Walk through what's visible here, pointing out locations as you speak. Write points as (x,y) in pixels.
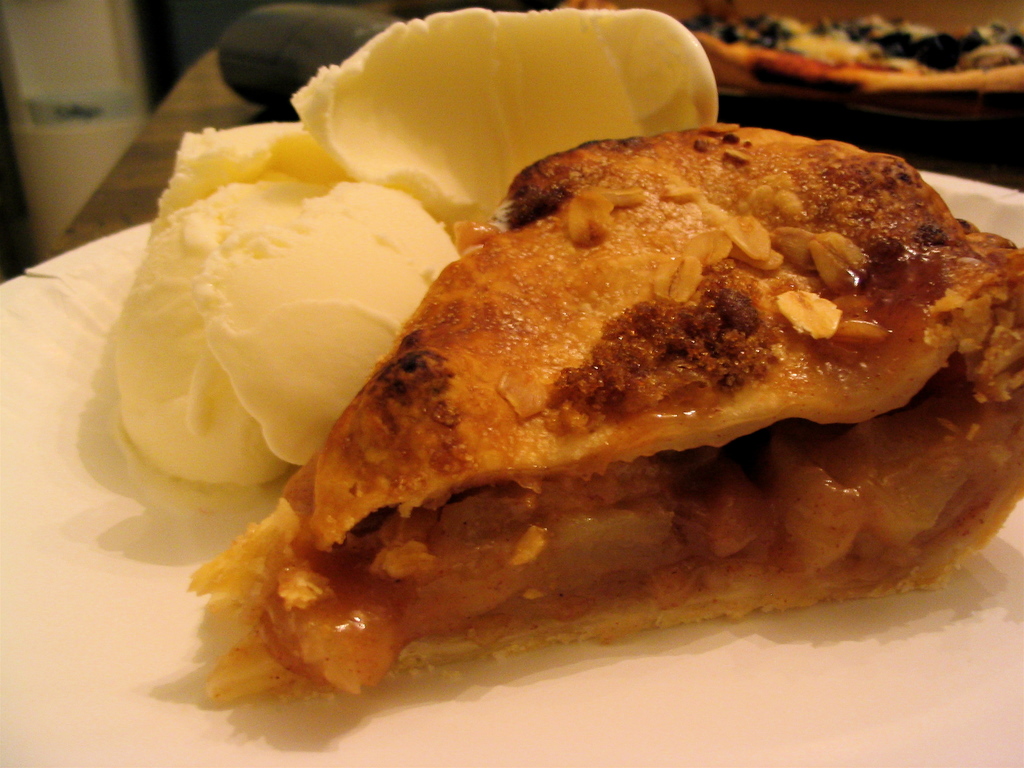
In this image there is some food (577,451) on the plate (259,767) which is kept on the table (172,127). Right top there is a plate (935,106) having some food (903,61).
